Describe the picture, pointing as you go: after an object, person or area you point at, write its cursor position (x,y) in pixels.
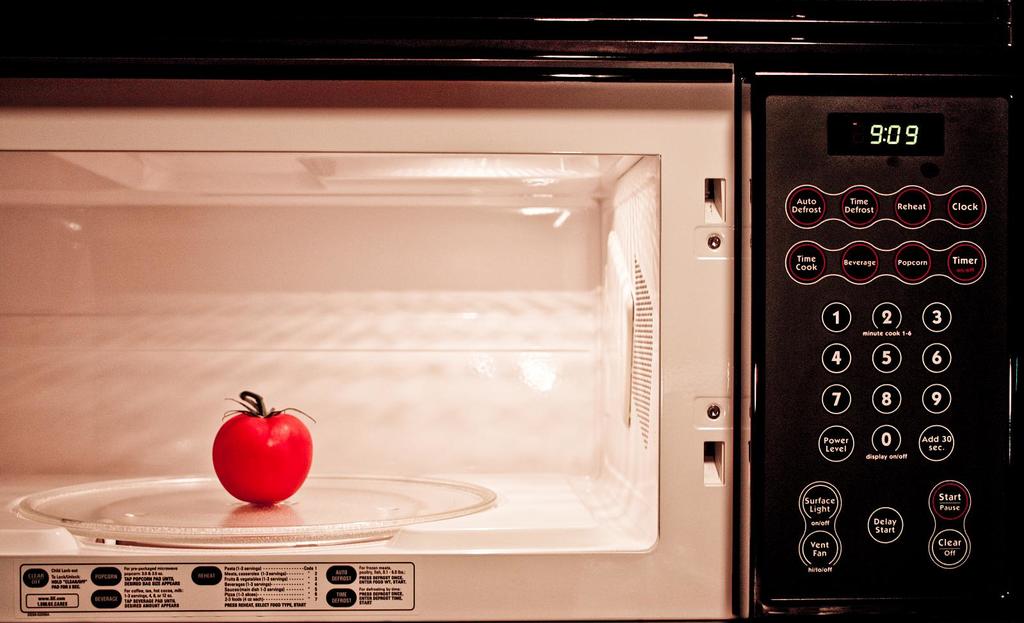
In this image we can see a tomato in an oven (409,508).
